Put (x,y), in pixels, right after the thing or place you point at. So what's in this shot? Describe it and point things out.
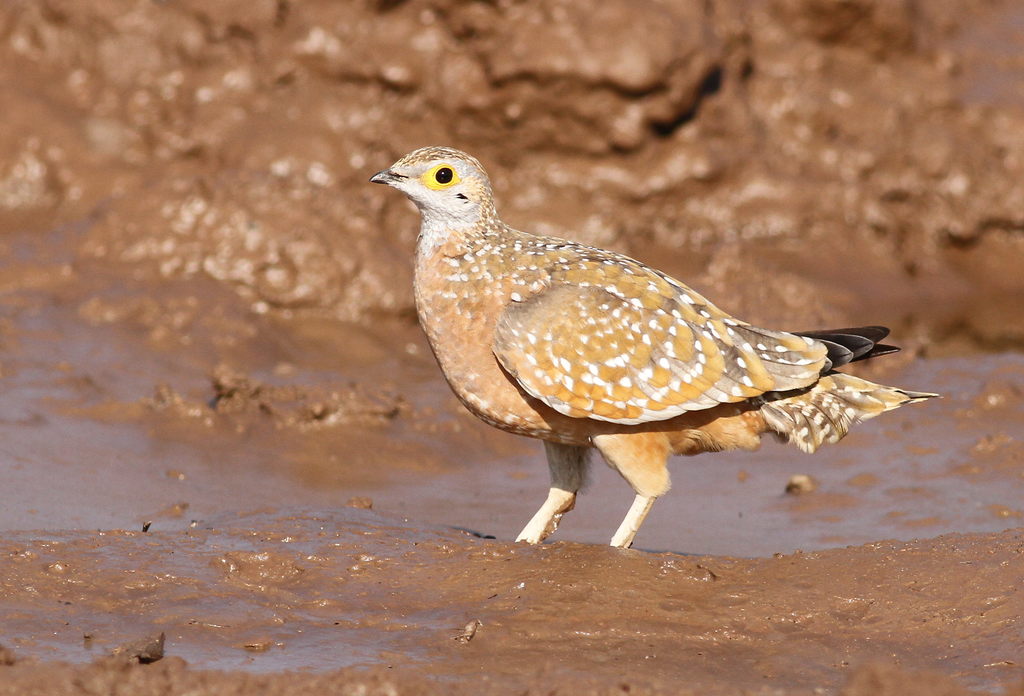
In this image I can see a bird (562,384) on the ground (448,512). In the background (177,422) I can see mud (275,388). The background of the image (776,135) is blurred.
